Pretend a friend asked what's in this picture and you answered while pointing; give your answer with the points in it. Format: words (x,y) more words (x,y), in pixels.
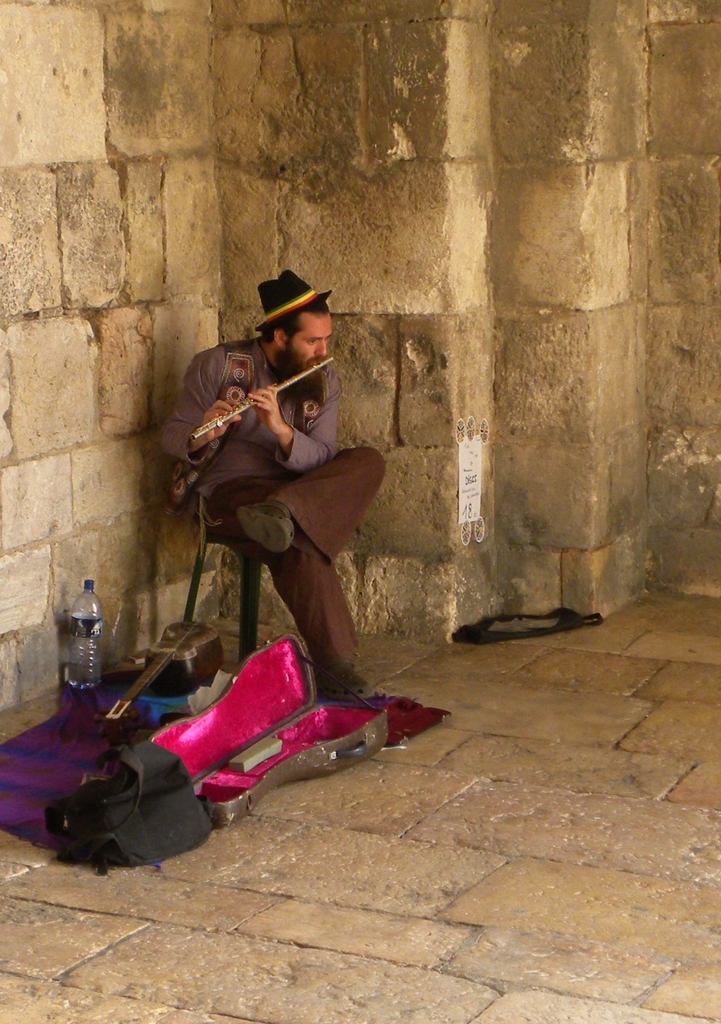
there is a person (256,416) sitting on the chair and playing flute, on the floor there is musical instrument (180,626) cloth (148,708) and a bottle (90,598).
